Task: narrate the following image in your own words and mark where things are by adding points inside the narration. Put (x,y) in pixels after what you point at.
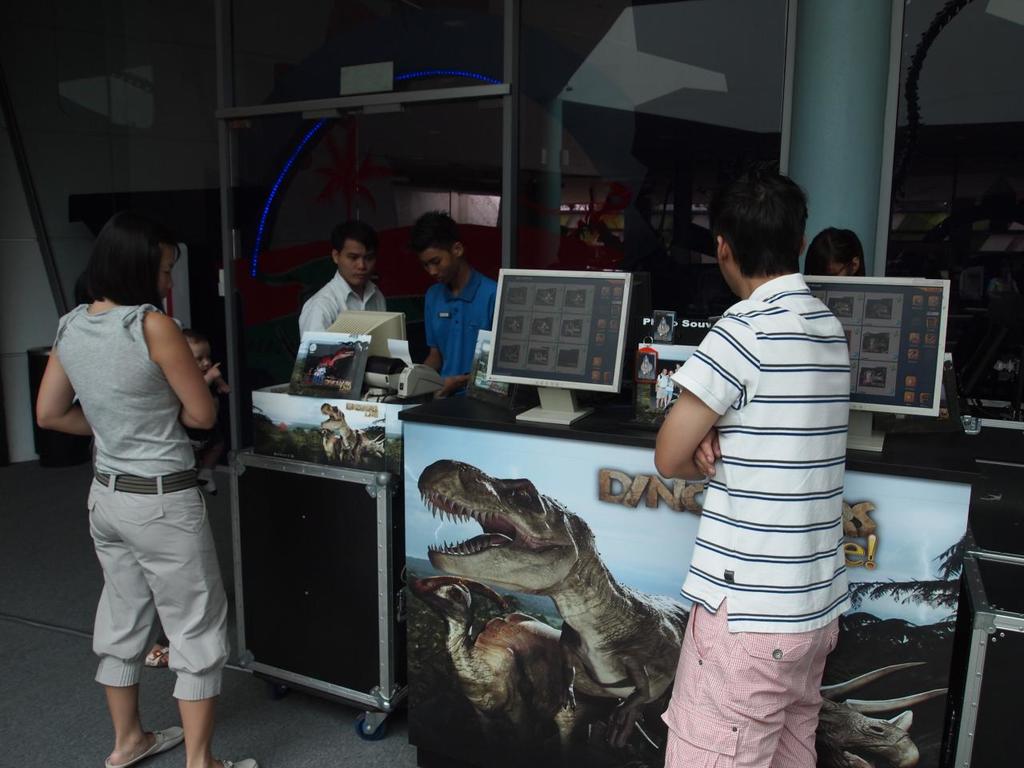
In this picture I can observe some people (141,387) standing on the floor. I can observe two monitors (608,332) placed on the desk (626,457). In the background (613,132) I can observe wall (682,107).
